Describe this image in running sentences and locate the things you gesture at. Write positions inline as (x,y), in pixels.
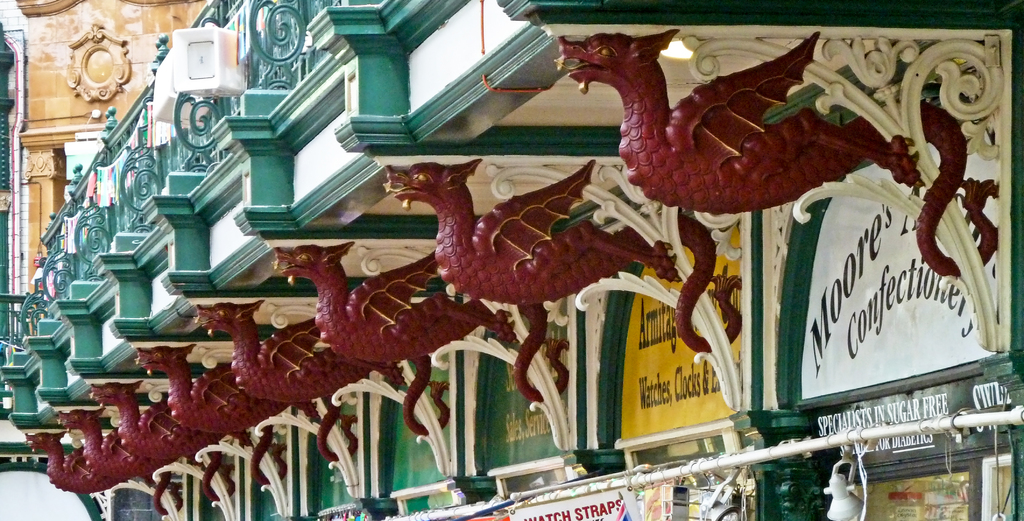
This looks like a building (505,169). These are the sculptures of the dragons (415,292), which are maroon in color. I can see the name boards (540,413), which are attached to the building (238,490). This looks like a pole (580,491). I can see a board (578,499) and a light (839,483) hanging to the pole (992,420).
